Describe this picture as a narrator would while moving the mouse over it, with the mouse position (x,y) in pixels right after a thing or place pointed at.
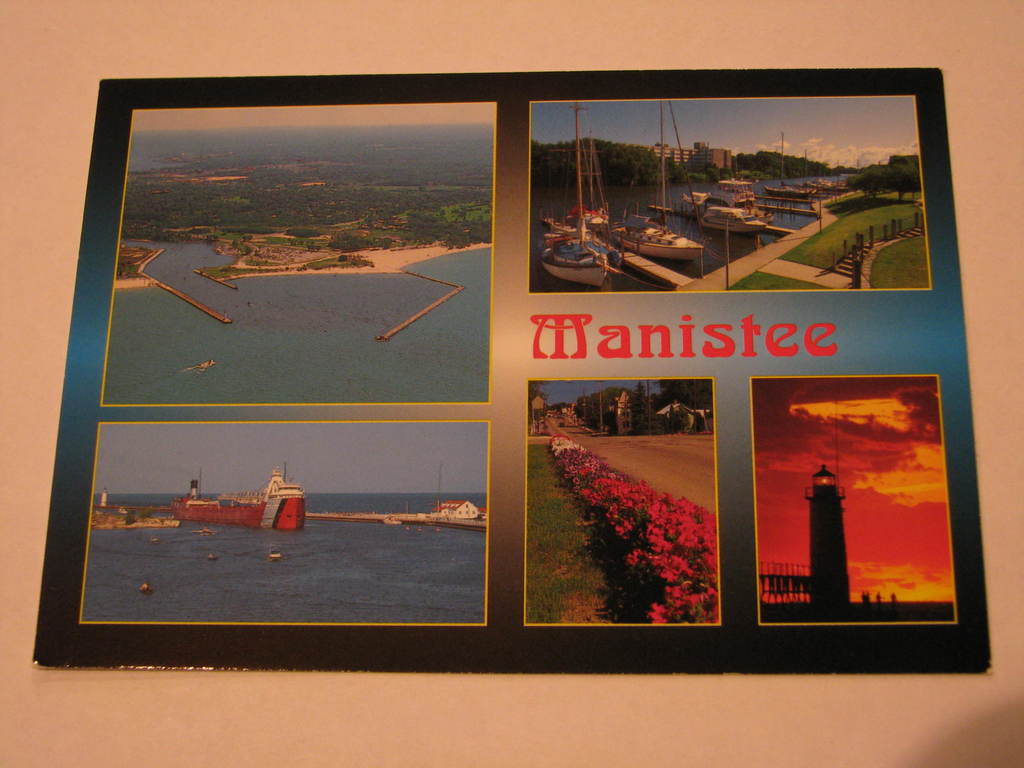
In this image we can see a photo frame (443,481), here are the five images (548,454) in it, here is the water (377,526), here are the trees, here is the ship (269,494), here are the flowers (672,605) on it.
